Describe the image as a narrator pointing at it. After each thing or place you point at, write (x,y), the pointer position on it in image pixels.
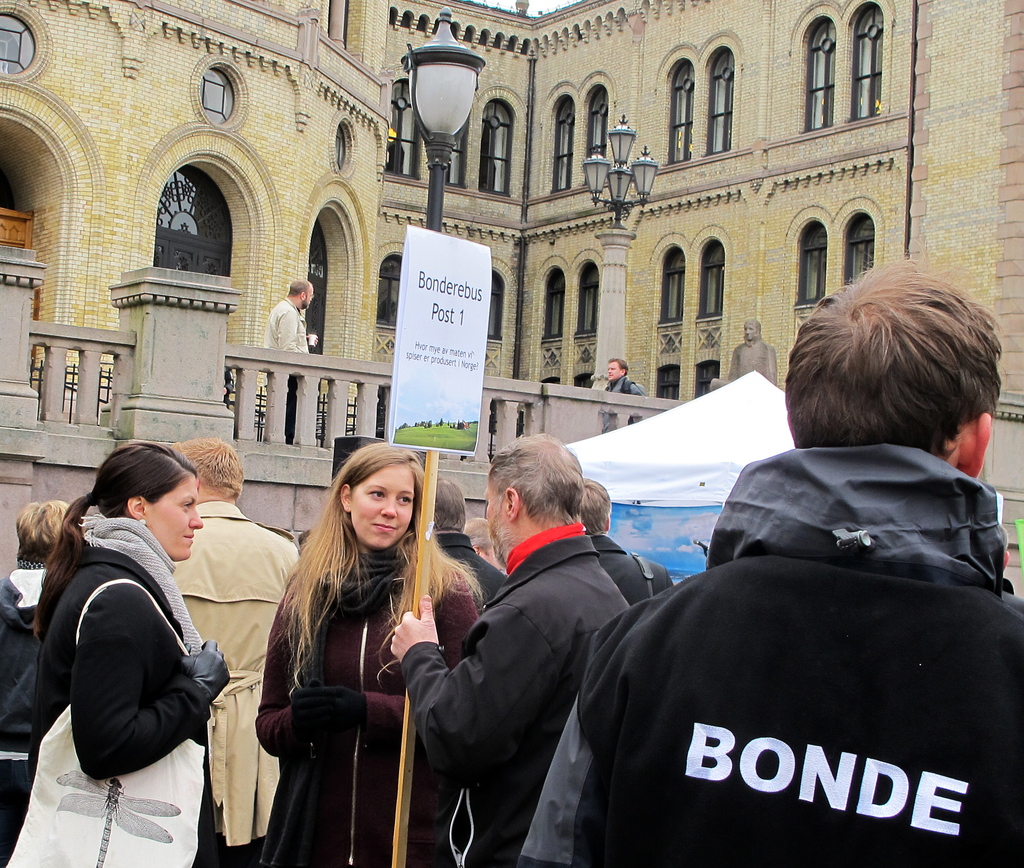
In this image we can see some group of persons (436,706) standing near the compound wall (137,401) of a building (495,69) and at the background of the image (480,118) there is building (447,228) and a statue (750,352) of a man (747,333).
